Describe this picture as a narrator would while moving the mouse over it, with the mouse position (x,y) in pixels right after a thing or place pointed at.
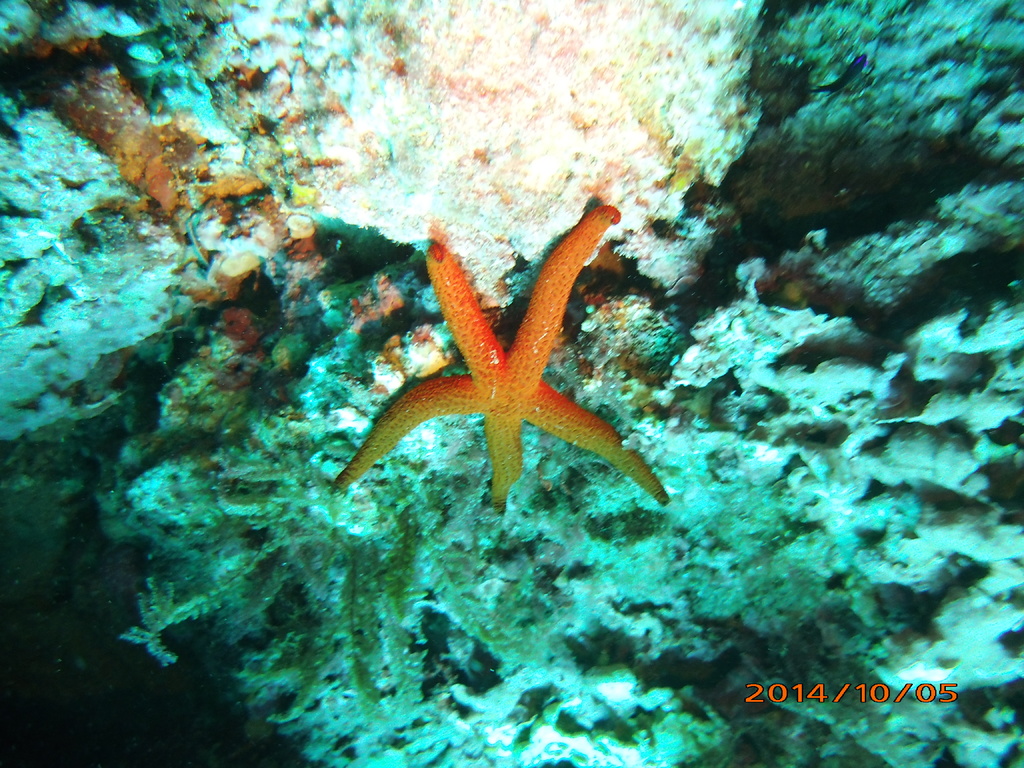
In this image we can see aquatic animal (471,361) and plants (238,589). There is a watermark (815,697) in the right bottom of the image (854,694).
